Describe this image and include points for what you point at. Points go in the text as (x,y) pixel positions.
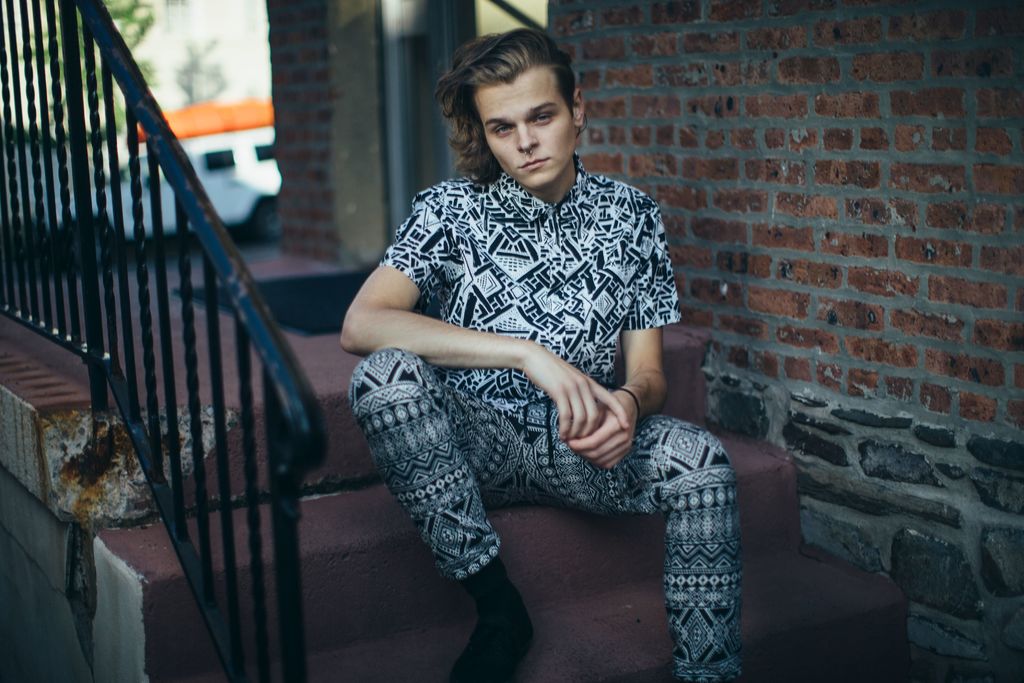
In this image I can see a person (396,315) sitting on staircase (231,403), there is a fence (93,223) visible on the left side (252,300), on the right side (686,78) there is the wall (972,176), vehicle (228,131) visible in the top left (231,179).
